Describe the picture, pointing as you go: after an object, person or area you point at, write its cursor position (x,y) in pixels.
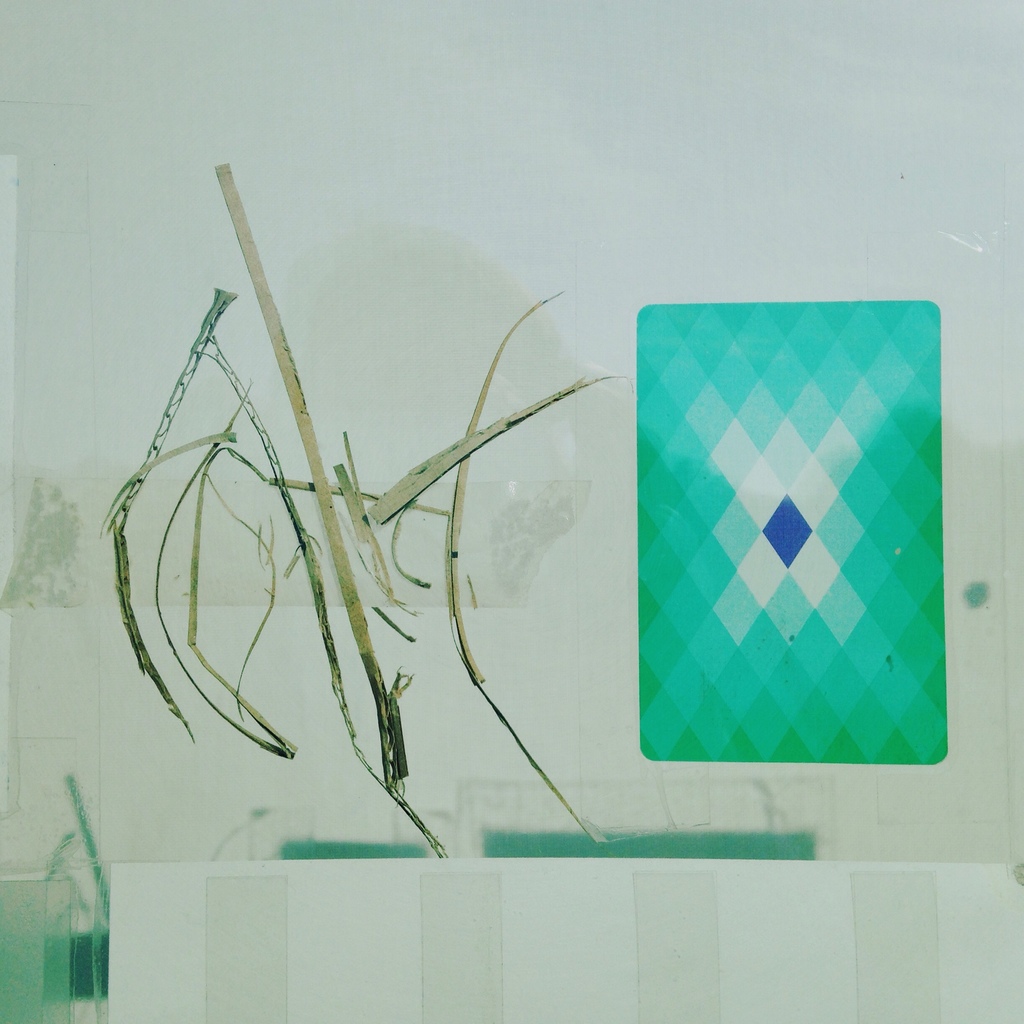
In this image I can see few sticks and dried grass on the glass surface (533,701). I can also see some object (769,465) in green and blue color and I can see white color background (96,216).
